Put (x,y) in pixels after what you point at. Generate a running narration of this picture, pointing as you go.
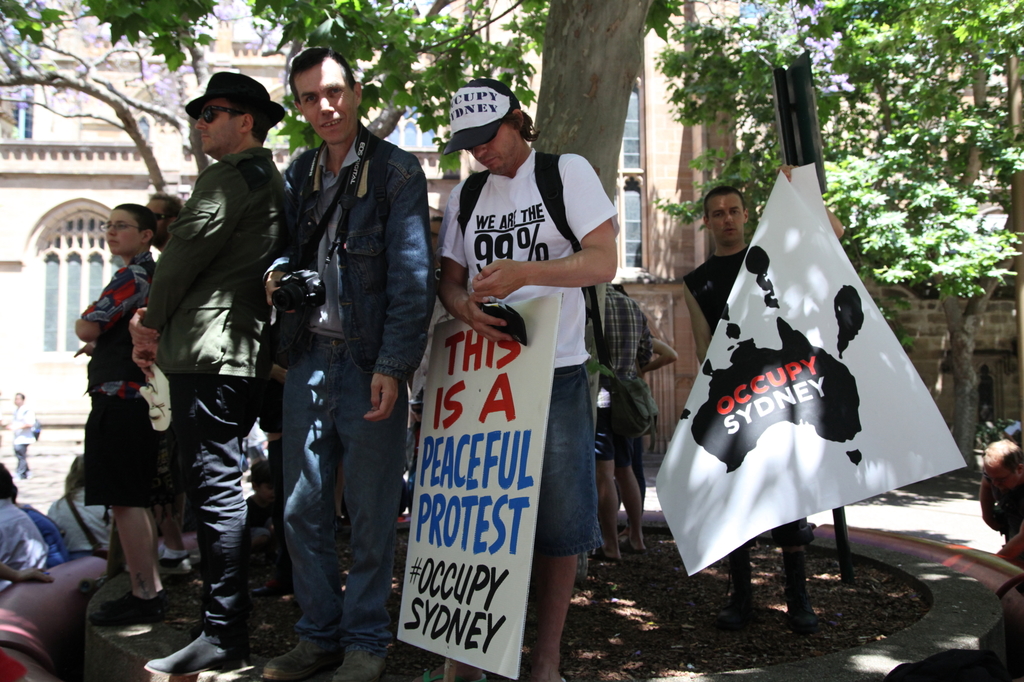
In this picture we can see a person (487,275) holding objects (487,375) in his hand (500,320). We can see a few posts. There is a man (177,392) holding a white object (156,403) in his hand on the left side (152,415). We can see a few trees (137,35) and a building (82,171) in the background (285,67).
